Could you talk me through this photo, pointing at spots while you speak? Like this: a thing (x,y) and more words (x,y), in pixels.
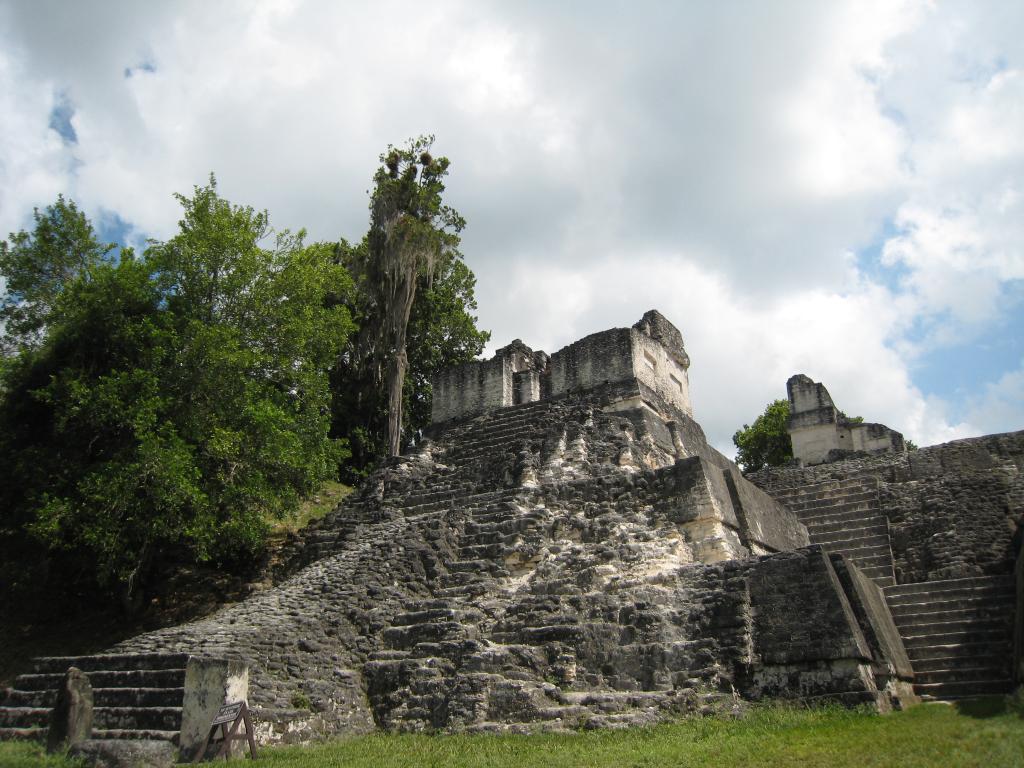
In this image I can see grass (474,739) on the bottom side (656,737) and on the bottom left side of the image (234,717) I can see a wooden thing (229,718) on the ground (274,758). I can also see few buildings (438,563), few trees (76,543) and in the background of the image (601,298) I can see clouds (549,218) and the sky (663,182).
